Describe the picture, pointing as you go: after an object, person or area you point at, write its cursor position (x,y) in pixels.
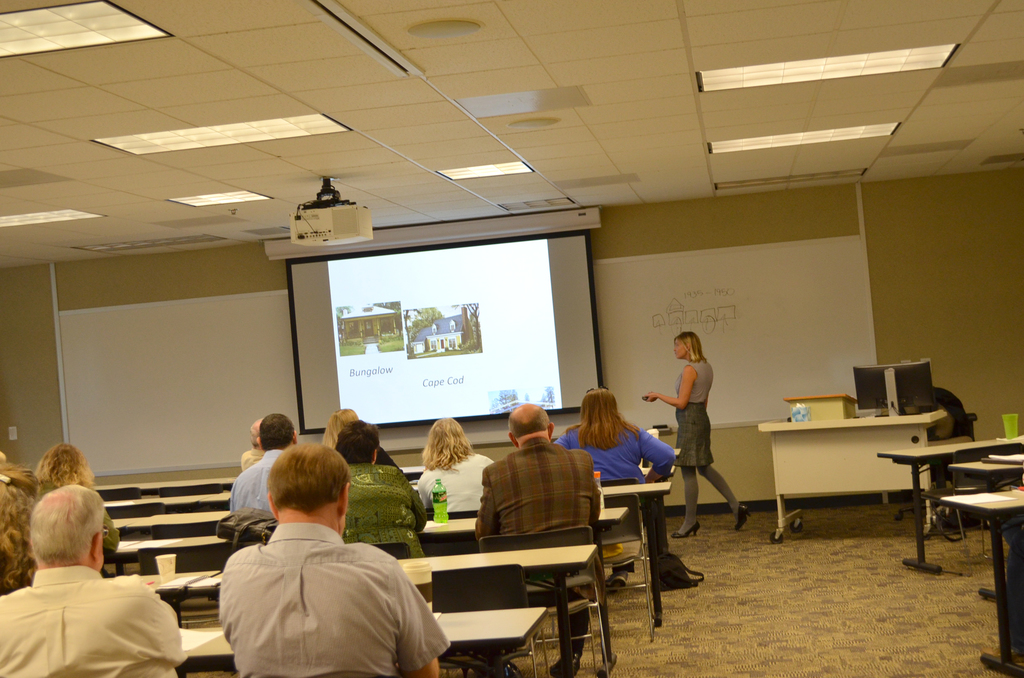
There are people (559,437) sitting on the chairs (461,513) and listening to some seminar given by a woman (696,444), she is standing near to the wall (13,424) and showing some projector slides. The other persons (597,419) are sitting and listening to her, there is a projector (352,226) up in the ceiling (277,228) hanging over and a white screen (363,264) on which it is projected ceiling (68,84) is covered with white tiles (313,79) and white ceiling lights (242,140). There is wall (904,221) in the background (971,279) and some tables (928,452) and chairs (958,486) to the right side of the corner of the picture. There is beautiful carpet (769,591) on the floor (839,585) and a table (782,452) on which there is a computer (890,390). The lady (671,404) is giving a seminar is having a skirt (700,440), legging (723,487) and shoes (745,509). Persons (548,509) sitting on the chair (501,541) are wearing shirts (596,454), brown colored shirt (556,500) and there is a water bottle (438,519) on the table (453,525). There are even some glasses (166,566) also. There is a switchboard (11,439) in the left side of the picture (12,432) on the wall (21,437).
